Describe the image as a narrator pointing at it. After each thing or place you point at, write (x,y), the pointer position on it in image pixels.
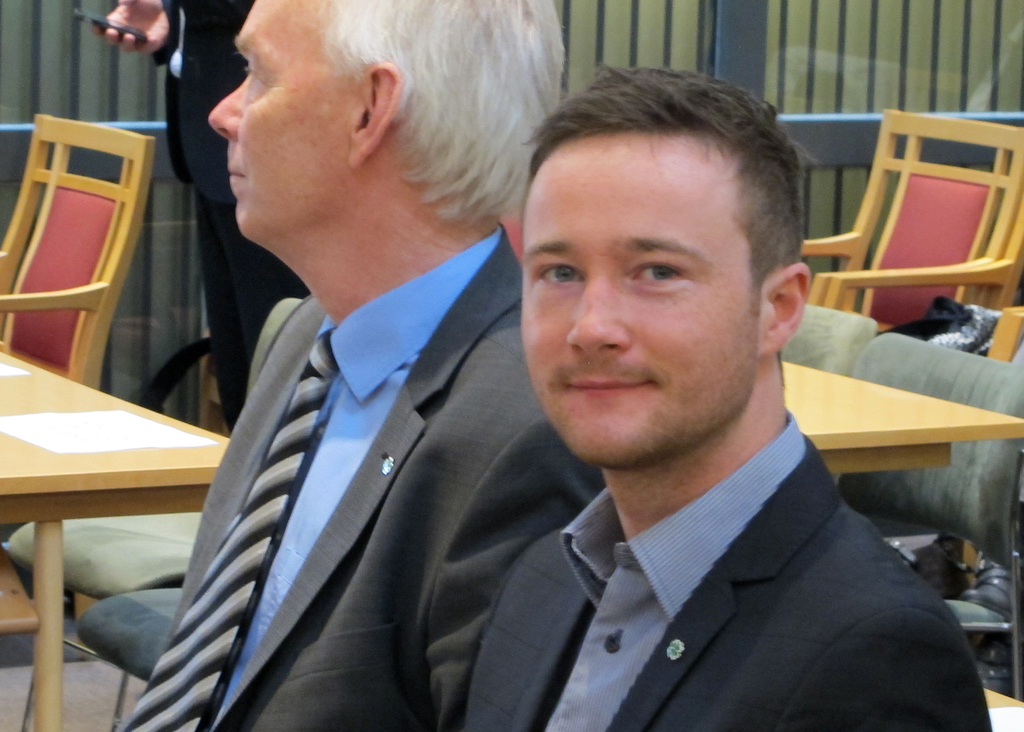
There are two people (450,467) sitting on the chairs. These are the tables (210,449). I can see a paper (75,431) placed on the table (34,390). These are the empty chairs (844,286). At background (263,301) I can see a person (190,118) standing and holding mobile phone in his hand (139,48).
